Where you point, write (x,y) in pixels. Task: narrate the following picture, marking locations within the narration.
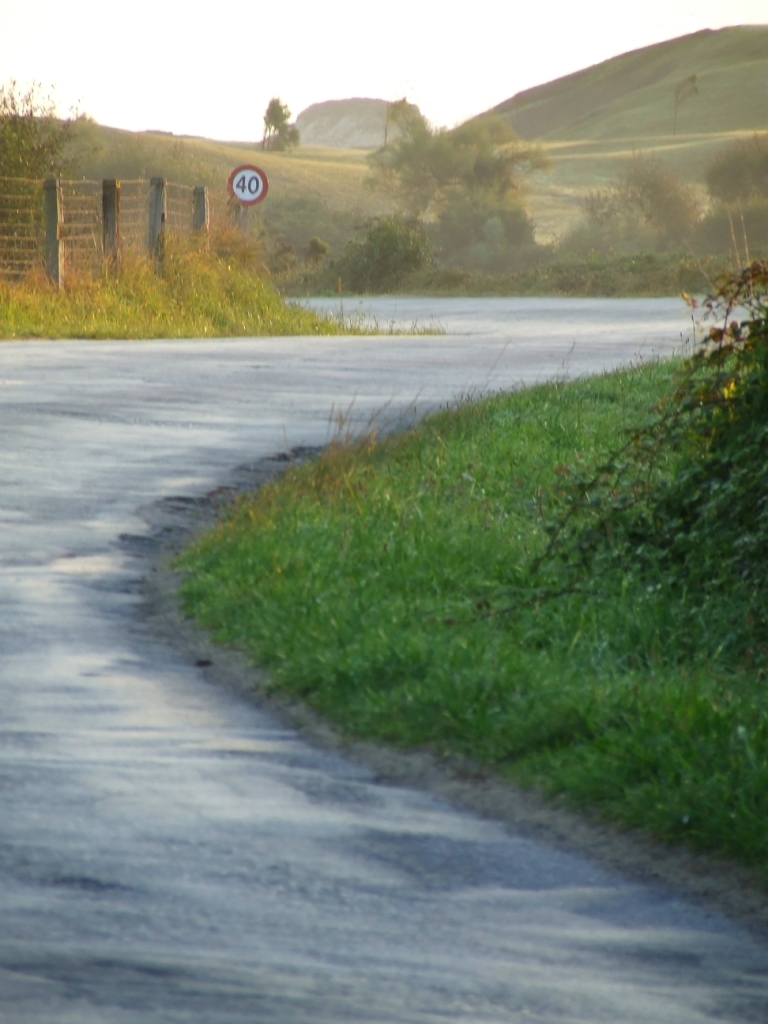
In this image we can see a road (191,493). On the right side of the image (577,442), we can see grass (705,738) and plants (746,540). In the background (701,236), we can see boundary wall (197,203), sign board (252,191), grass (217,316), plants (454,203) and mountain (339,137). At the top of the image (152,63), we can see the sky (291,57).
